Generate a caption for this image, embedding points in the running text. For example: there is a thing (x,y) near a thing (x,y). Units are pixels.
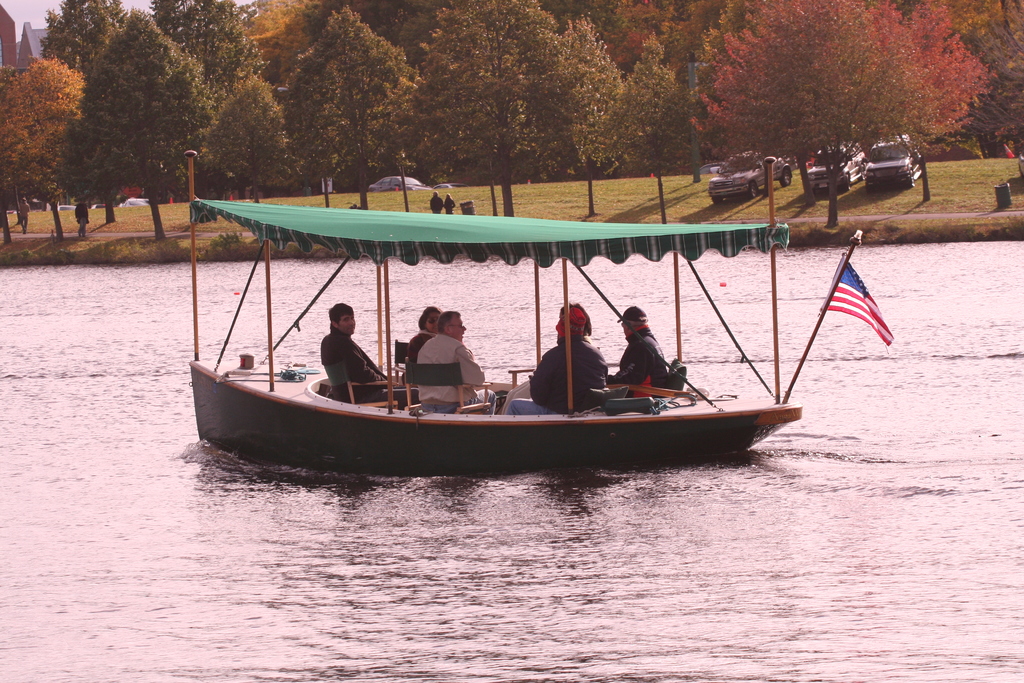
In the image we can see a boat (415,462) in the water (420,494). In the boat (538,463) there are people (529,402) sitting and wearing clothes (529,386). Here we can see a flag (855,280) of the country. There are many trees (345,98) around and there are even vehicles (73,210). Here we can see grass (962,186) and a path (851,218). There are people (80,223) standing and wearing clothes (445,208). We can even see a sky (36,13).
